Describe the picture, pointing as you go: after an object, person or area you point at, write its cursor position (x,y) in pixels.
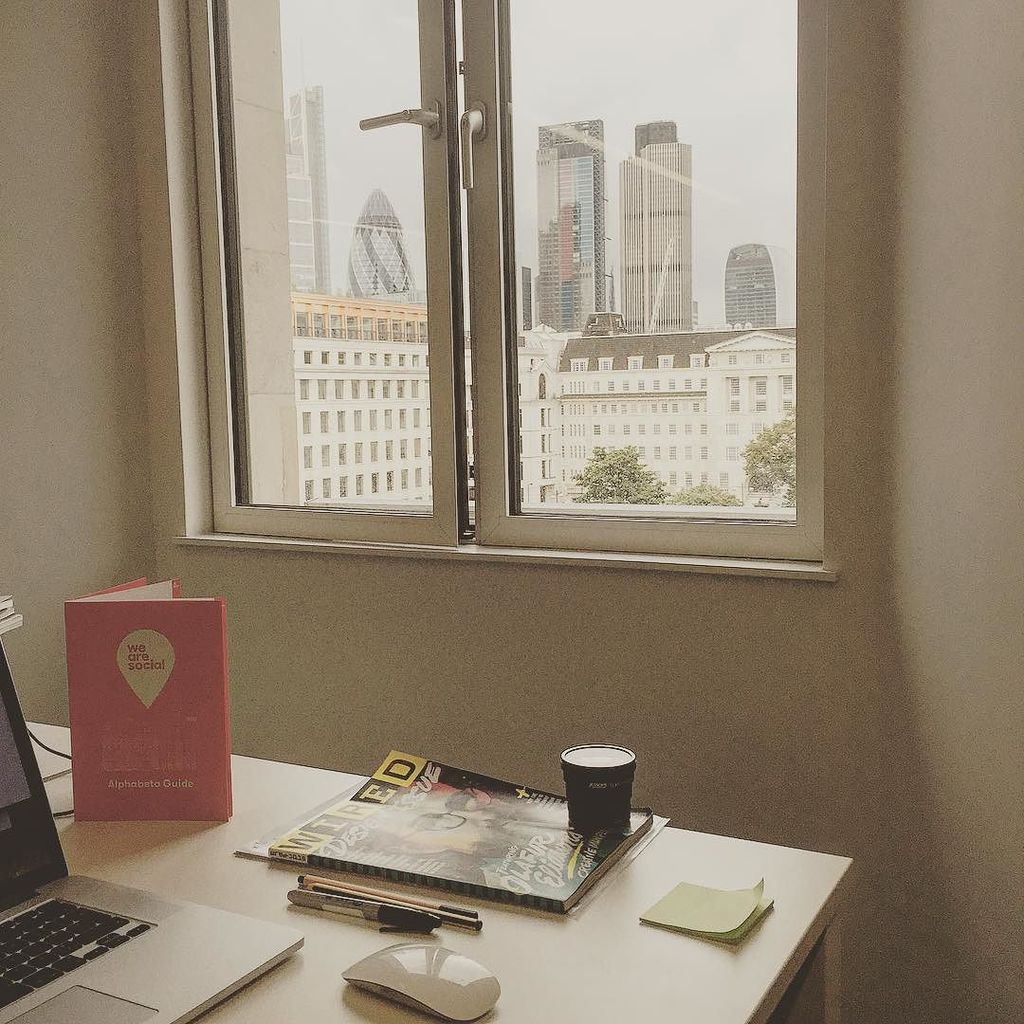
The image is taken in the room (394,510). At the bottom of the image (690,945) there is a table (294,882) and we can see a laptop (166,951), books (430,823), pens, mouse (473,961) and a cup (600,826) placed on the table (235,787). In the background (269,531) there is a window (261,517) and a wall (903,575). We can see buildings (415,412), trees (768,445) and sky (537,62) through the window glass (515,222).
